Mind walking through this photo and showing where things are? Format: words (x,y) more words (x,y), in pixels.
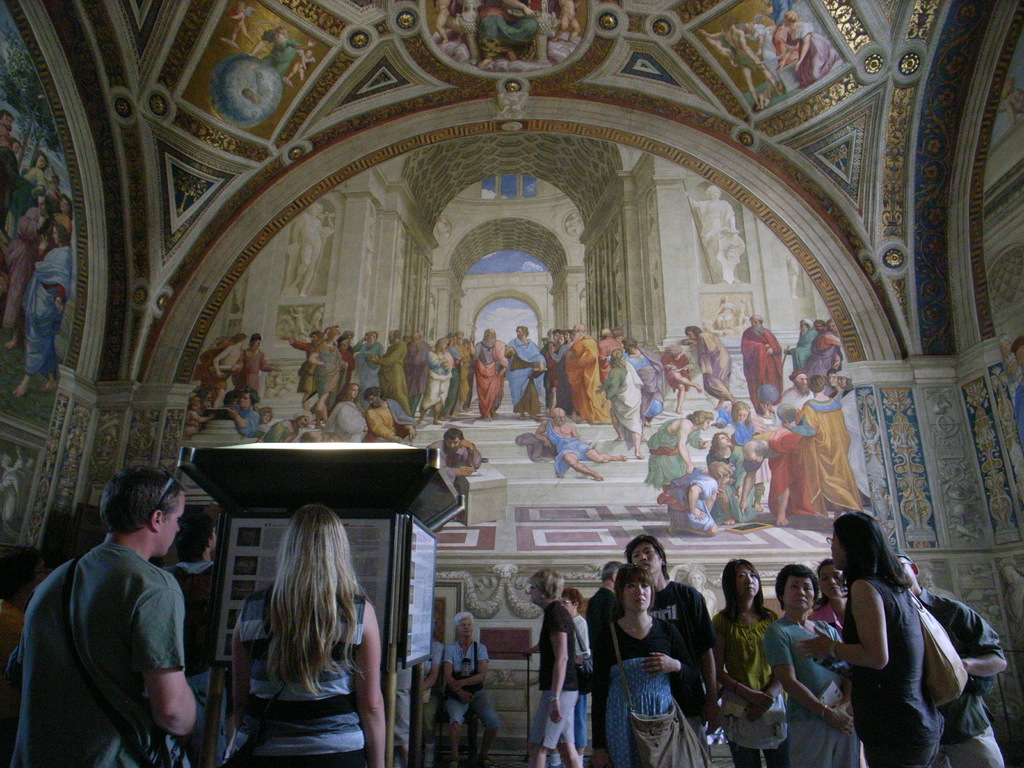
This image is taken inside the church (717,526). In this image we can see some persons (798,617) standing and few (442,681) are sitting. There is an object (377,480) with text boards (417,570).
